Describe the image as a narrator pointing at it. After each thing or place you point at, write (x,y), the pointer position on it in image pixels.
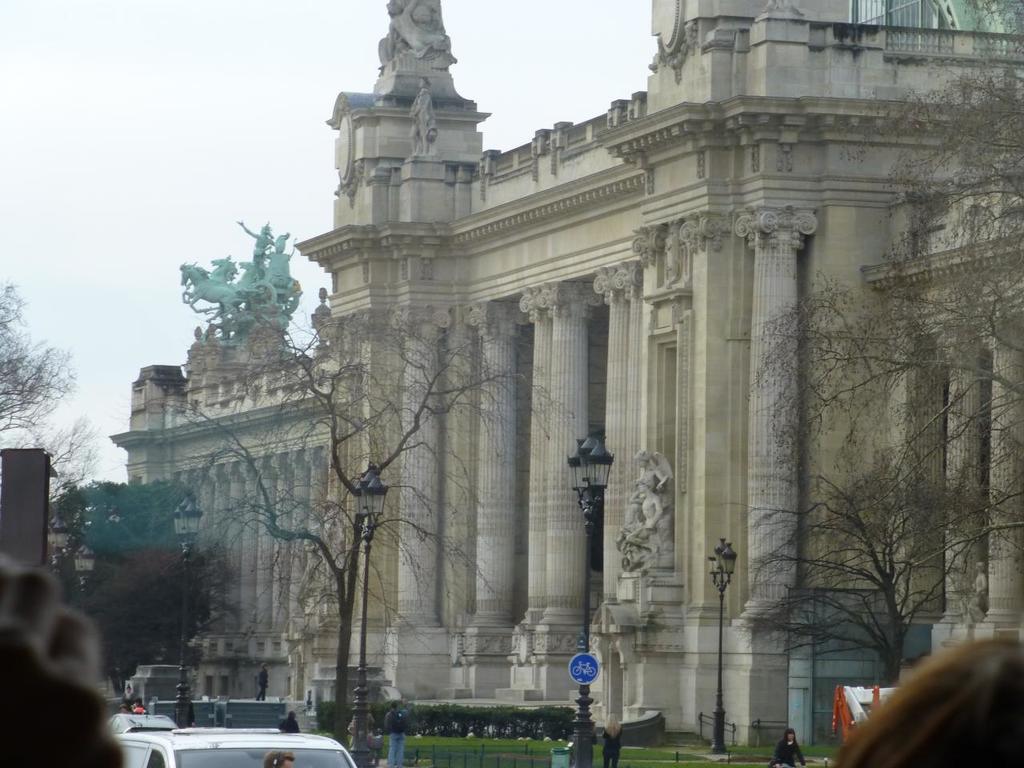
On the right side (769,403) it's a monument (573,401), in the middle (346,355) there are trees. At the top (219,114) it is the sky (135,259).
